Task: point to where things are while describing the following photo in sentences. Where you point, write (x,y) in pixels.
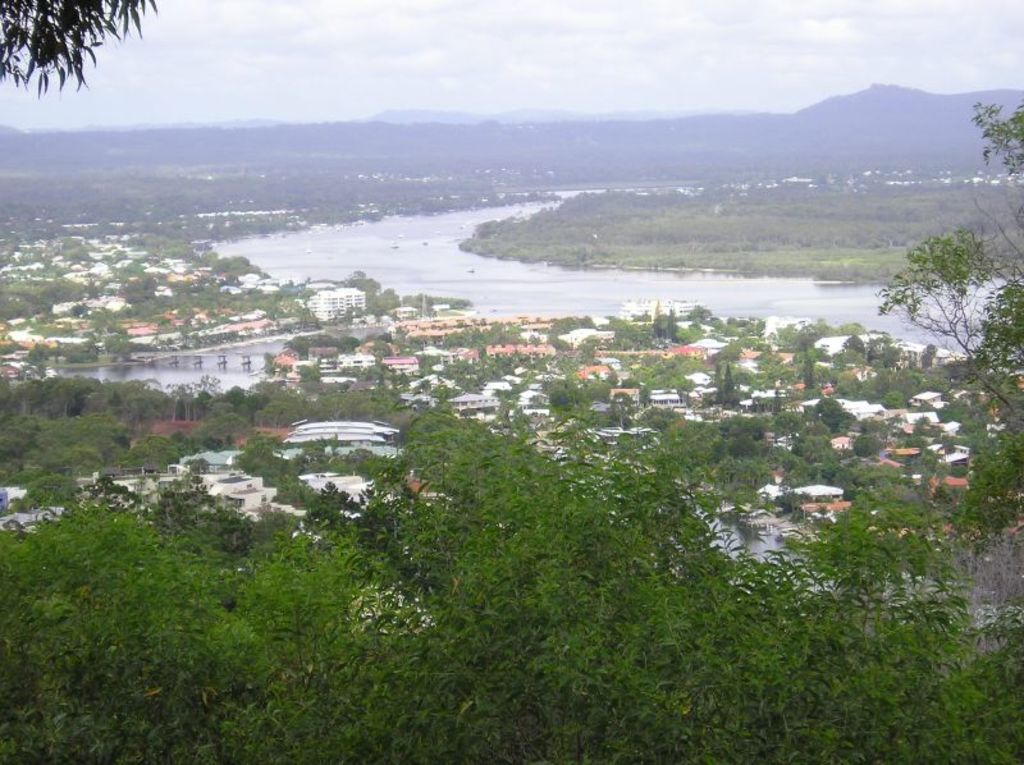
In this picture we can see trees (116,555), buildings (228,460) and water (498,300). In the background of the image (472,130) we can see hills (458,130) and sky (621,71) with clouds (705,66).
